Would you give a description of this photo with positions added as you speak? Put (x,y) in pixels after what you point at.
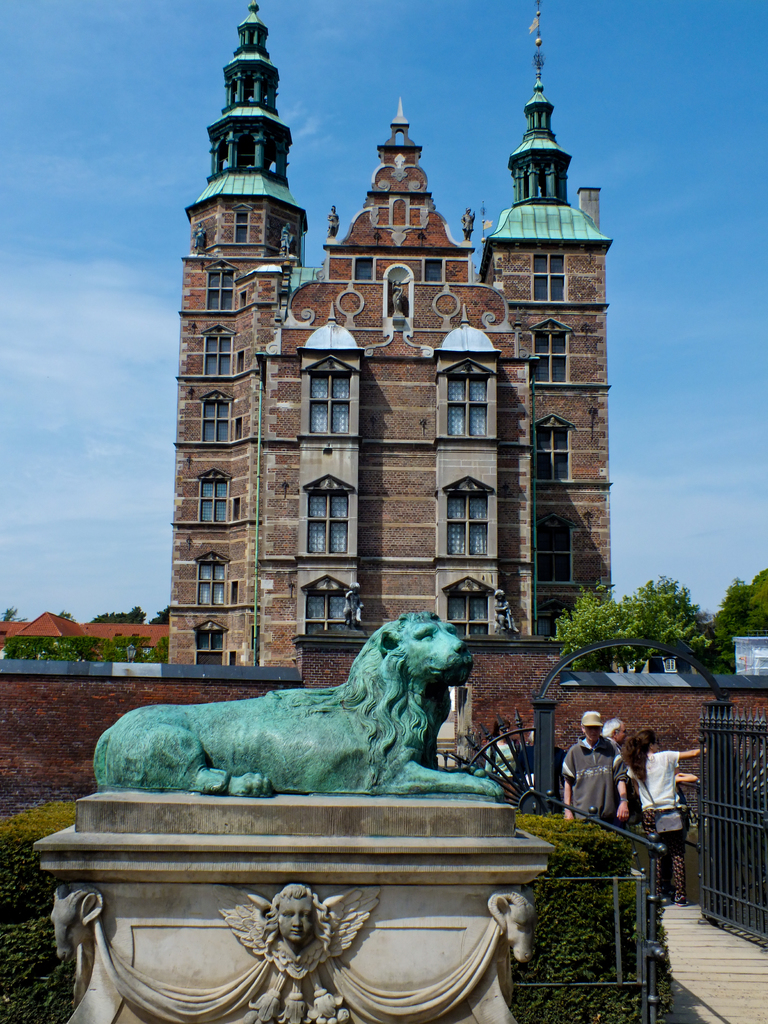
In the image we can see the building (314,499) and these are the windows (315,510) of the building (296,497). There are even trees (125,645) and plants (562,924). Here we can see people (628,784) standing, wearing clothes (662,796) and one among them is wearing the cap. Here we can see the sculpture (293,757) of an animal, Here we can see fence (728,860), arch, footpath (699,952) and the sky (130,336).
